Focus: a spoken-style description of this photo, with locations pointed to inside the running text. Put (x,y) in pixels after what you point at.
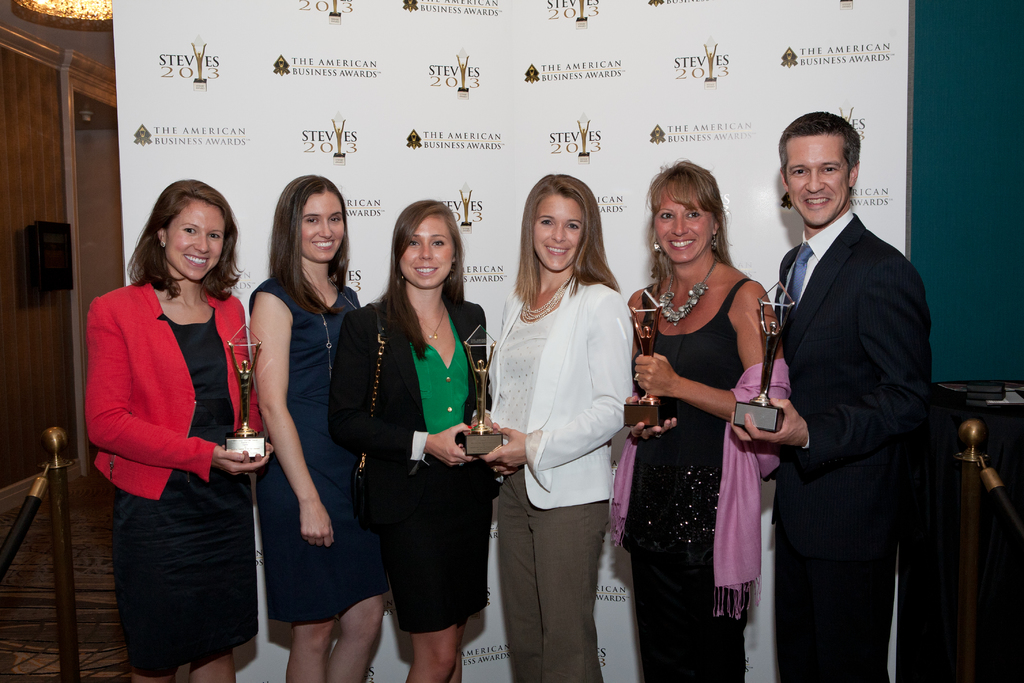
In this picture I can observe some people (413,384) standing on the floor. Most of them are women (325,333). One of them is a man (809,341). Behind them I can observe a flex (508,146). All of them are smiling.
